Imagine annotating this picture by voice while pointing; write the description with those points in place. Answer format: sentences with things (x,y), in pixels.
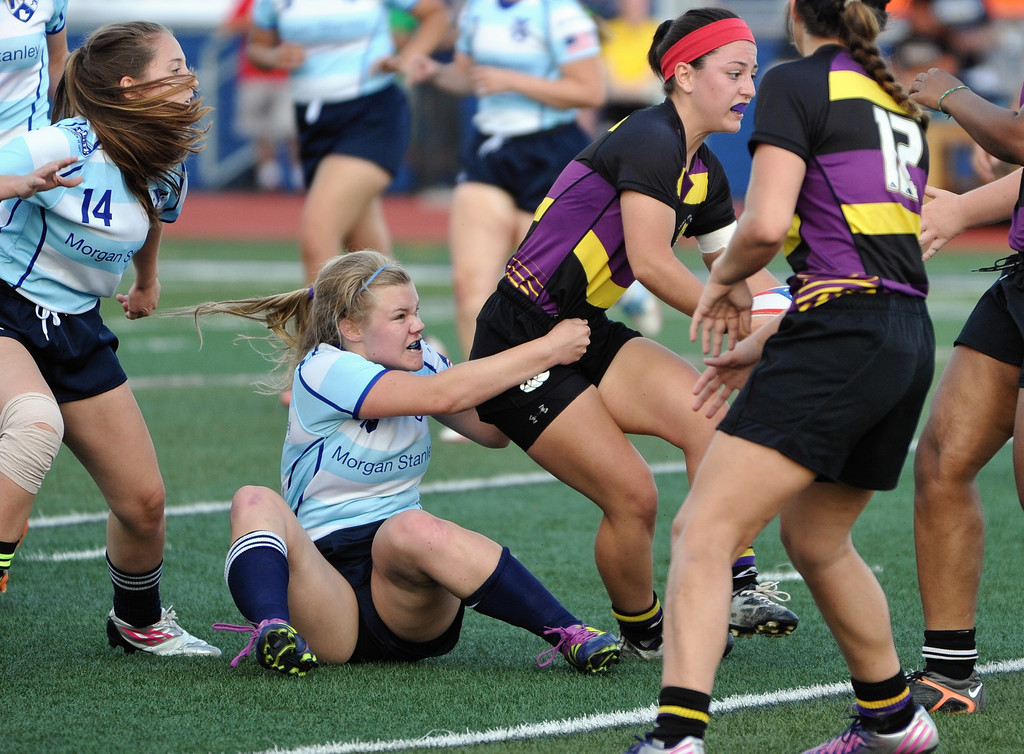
A woman (342,298) is sitting on the floor (512,678), she wore blue color t-shirt (400,476) and pulling this woman (606,329), this woman (602,235) wore purple and black color t-shirt (613,210), a red color hair ribbon (663,72). It looks like these people (612,288) are playing the game.
